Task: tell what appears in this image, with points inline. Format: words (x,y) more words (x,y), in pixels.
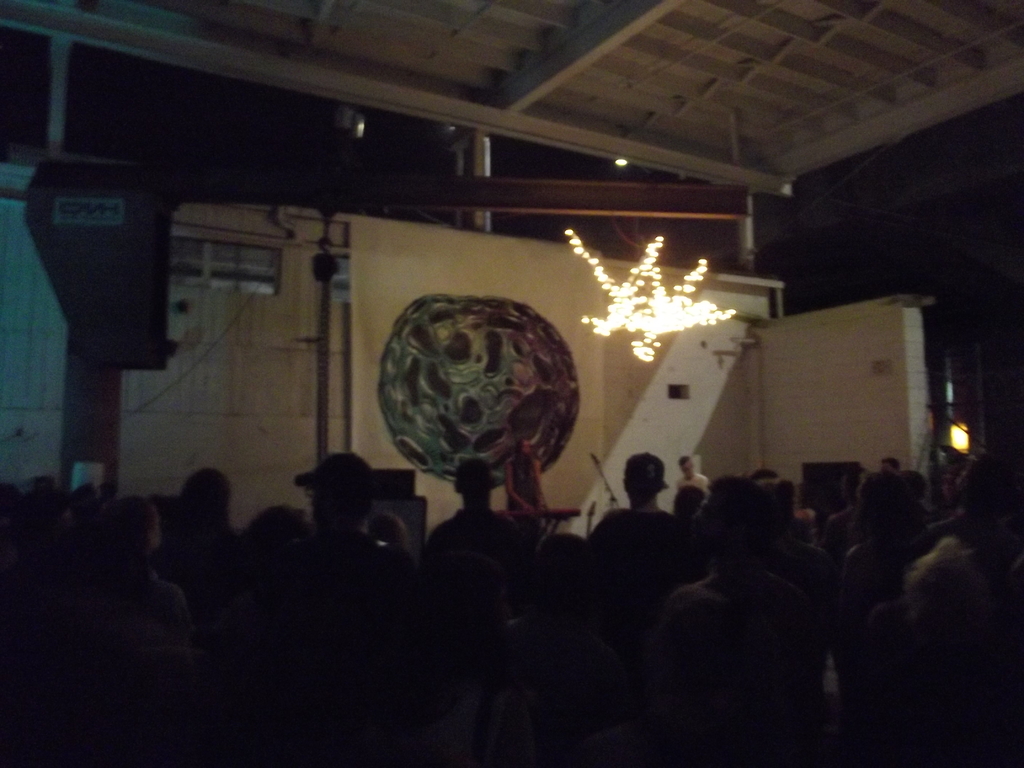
At the bottom of the picture (682,558), we see a group of people (617,582) are standing. In the middle of the picture (532,490), we see a man (515,464) is standing. In front of him, we see a table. Behind him, we see a wall (304,406) and we see a graffiti (451,356). At the top of the picture (568,230), we see an object (663,286) which is decorated with the lights (658,308) and we see the roof (584,142) of the shed (602,62). On the left side (110,465), we see a pole (88,386). This picture is clicked in the dark.
